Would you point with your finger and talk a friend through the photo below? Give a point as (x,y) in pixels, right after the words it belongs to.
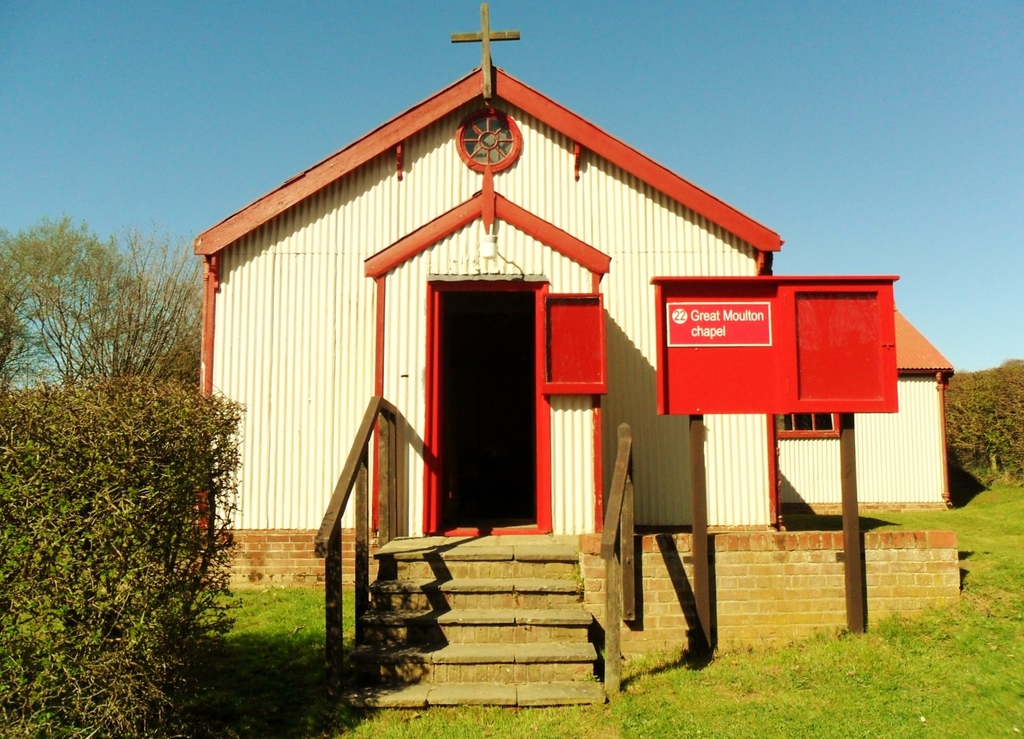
As we can see in the image there are plants (113,393), trees (99,285), grass (936,734), houses (496,103) and there is sky (683,97).
